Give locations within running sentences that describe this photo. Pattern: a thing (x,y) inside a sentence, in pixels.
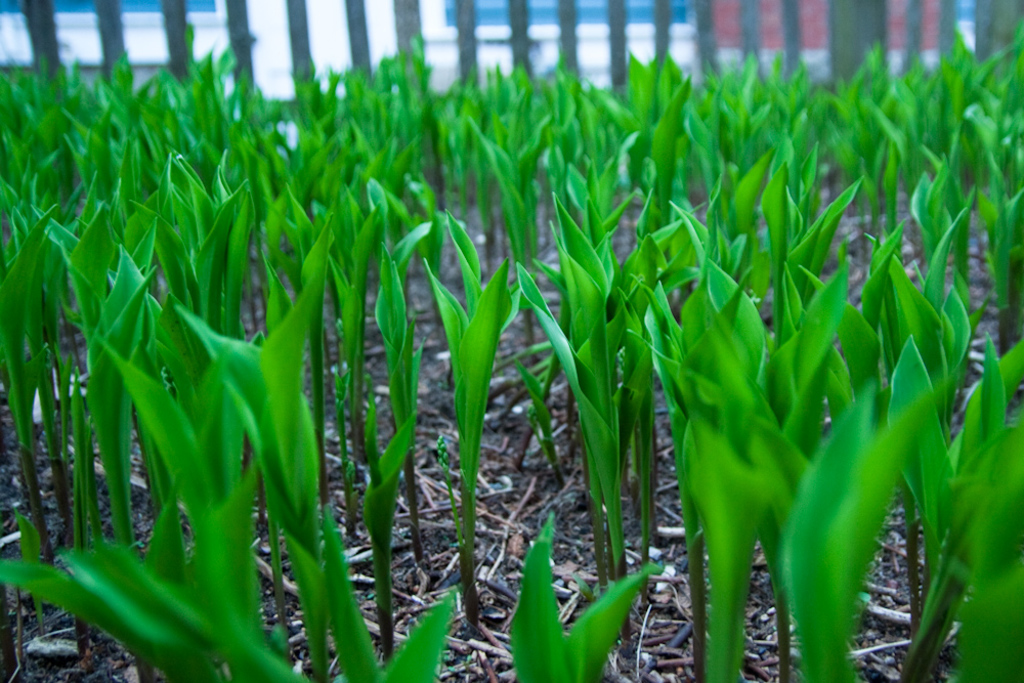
In this image we can see plants (605,326). In the background (171,27) there is a fence (362,10).
